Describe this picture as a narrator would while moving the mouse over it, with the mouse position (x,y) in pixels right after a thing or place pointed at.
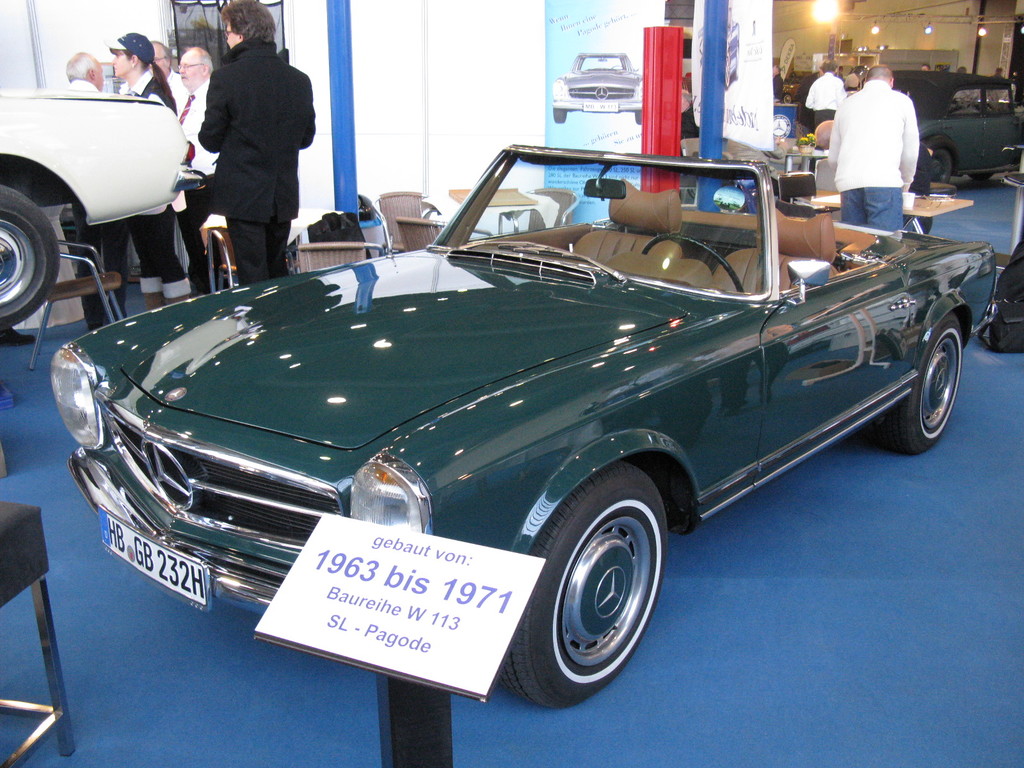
In this image we can see cars (949,99), few people (870,132) standing near the cars (173,117) and there is a board (436,598) with text (464,603) in front of the car (534,537) and there are few chairs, lights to the ceiling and a poster (598,61) to the wall (529,19).
